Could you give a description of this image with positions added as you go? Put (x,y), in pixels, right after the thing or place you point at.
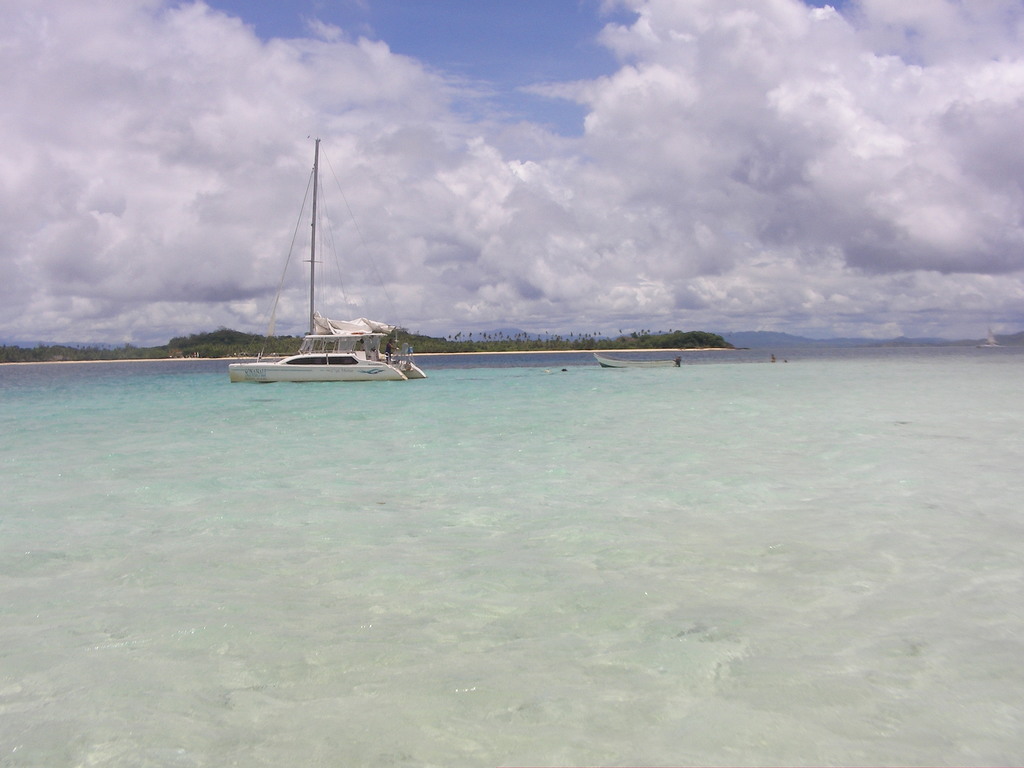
In the image there is water (546,392). On the water (422,379) there is a boat (348,356) with pole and ropes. Behind them there are trees (634,347). At the top of the image (337,233) there is sky (453,149) with clouds (453,149).
